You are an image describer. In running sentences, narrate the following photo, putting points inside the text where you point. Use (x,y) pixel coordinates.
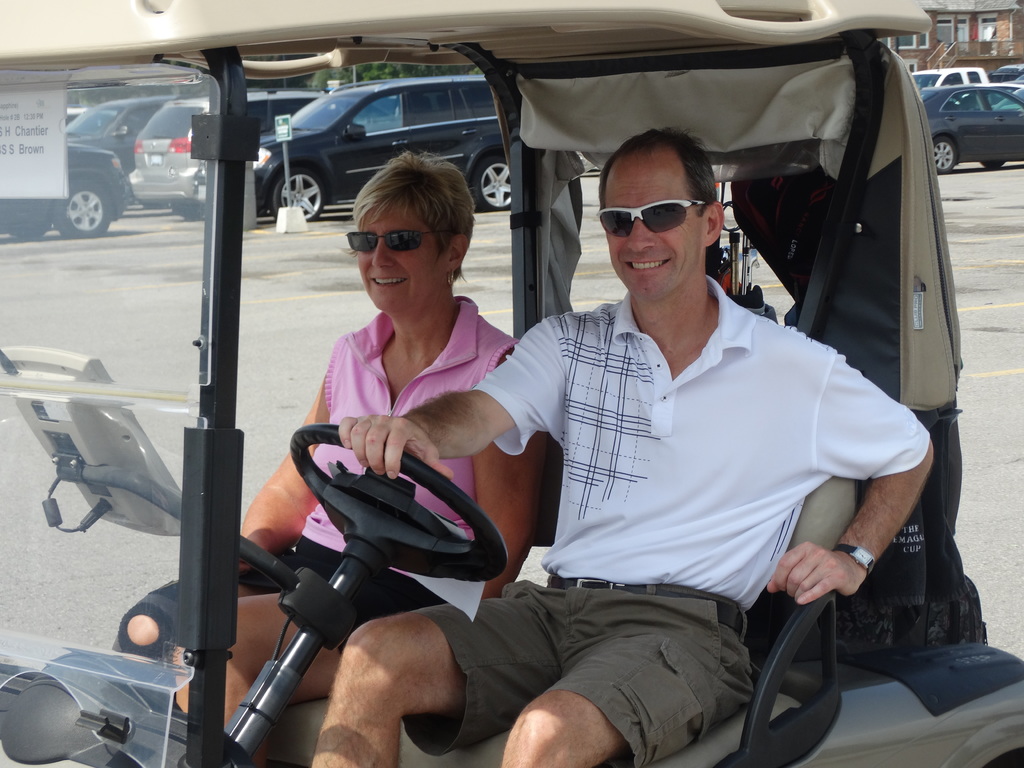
In this image we can see a woman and a man (888,466) sitting in a vehicle (797,633) containing some golf sticks (735,249) in a bag (742,202) and a board (48,125) with some text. In the background (34,223), we can see group of vehicles (298,165) parked on the ground (77,585), some trees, a signboard (294,217) and a building (978,4) with windows (990,32), staircase (932,59) and railings (945,50).
